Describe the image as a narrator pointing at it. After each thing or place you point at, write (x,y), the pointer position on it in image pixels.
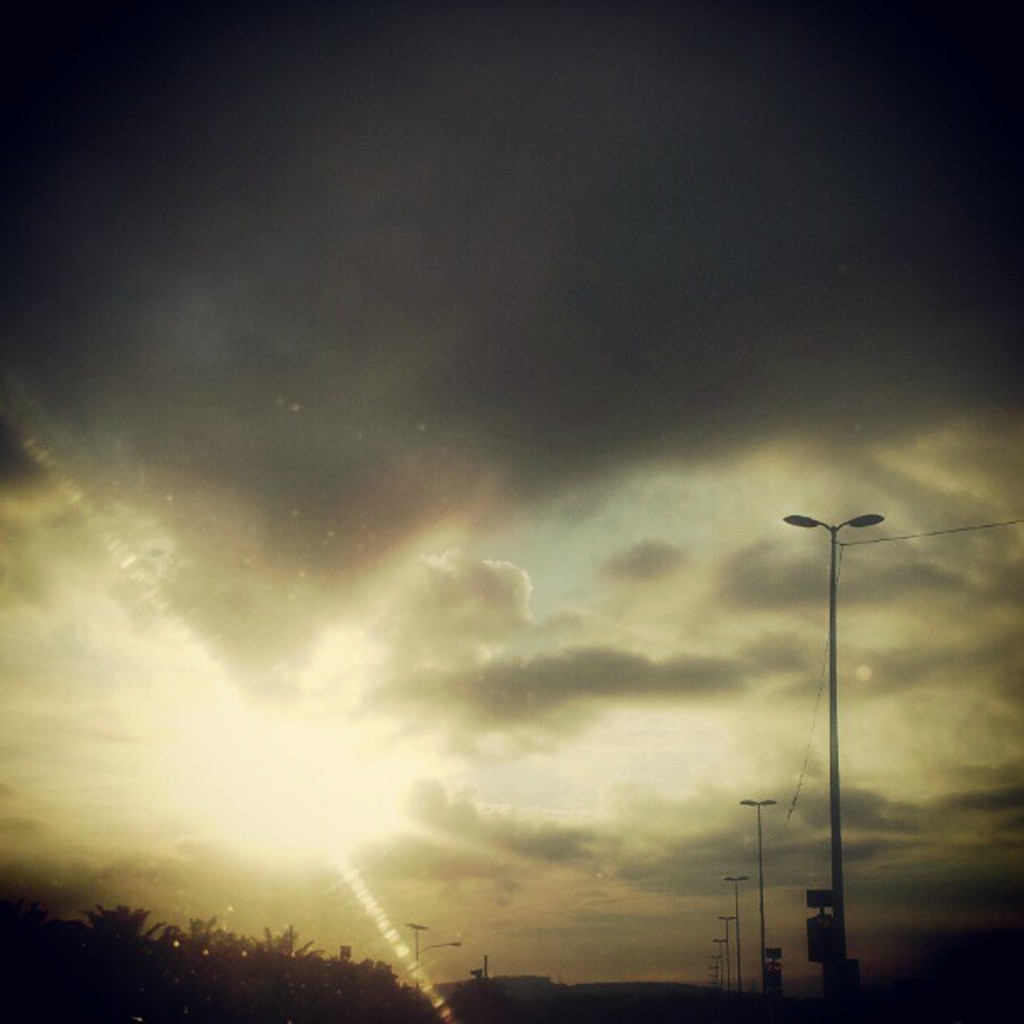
In this image, we can see some poles (739,924) with wires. We can see some trees (308,968). We can see some boards (774,964). We can see the sky (555,556) with clouds (542,447).
